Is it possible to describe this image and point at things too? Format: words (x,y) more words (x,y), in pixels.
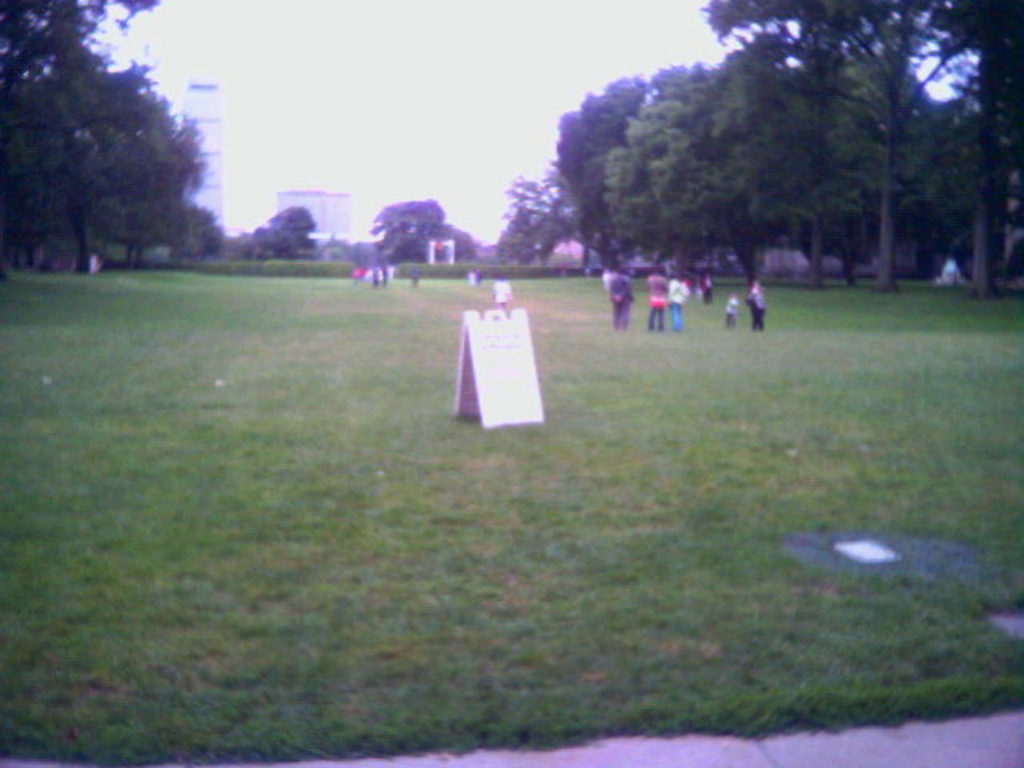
In this picture we can see few people (651,322) are playing in a grass (476,504), in a grass (755,374) we can see one board (498,393) is placed, around we can see some trees (753,104) and buildings (201,143).
